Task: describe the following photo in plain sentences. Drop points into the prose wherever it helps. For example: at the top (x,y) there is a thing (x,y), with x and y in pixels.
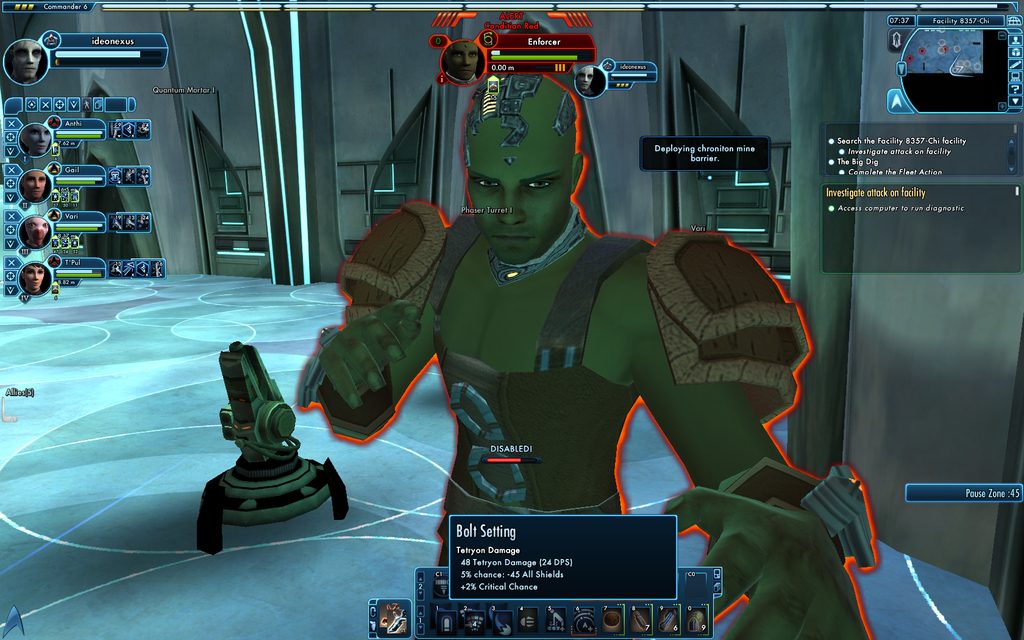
In this image we can see an animated picture of a person (372,419). We can also see some text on it.
